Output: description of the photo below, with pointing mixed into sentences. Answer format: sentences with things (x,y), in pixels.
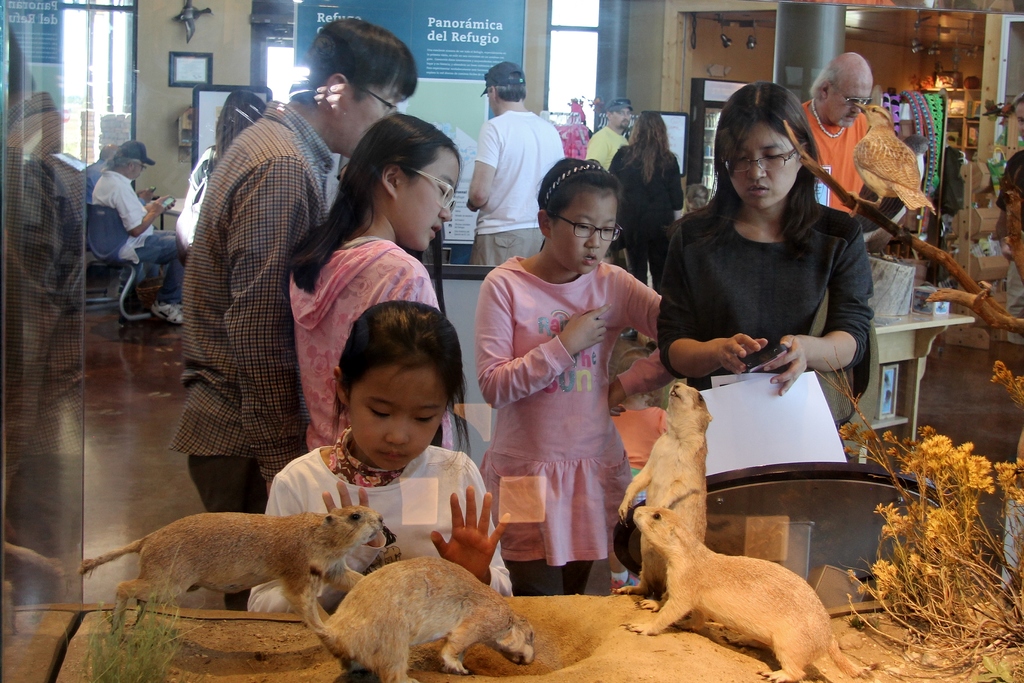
In this picture I can see animals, plants (154,659), bird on the branch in a glass box (46,22). I can see group of people (401,410) standing and two persons (168,262) sitting on the chairs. There are boards (460,238), lights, tables (909,350), windows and some other objects (807,443).
